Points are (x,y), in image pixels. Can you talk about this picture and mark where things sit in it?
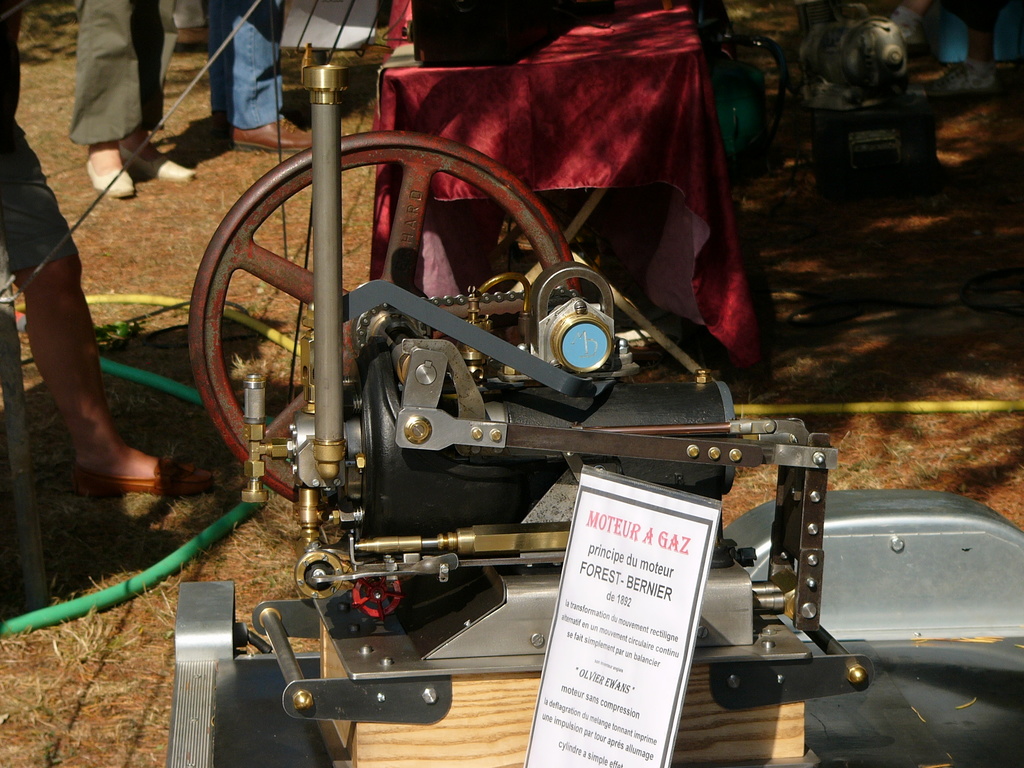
In the picture I can see a machine (482,514). Here I can see pipes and some other objects (538,99) on the ground (163,241). I can also see people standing on the ground (744,383).
